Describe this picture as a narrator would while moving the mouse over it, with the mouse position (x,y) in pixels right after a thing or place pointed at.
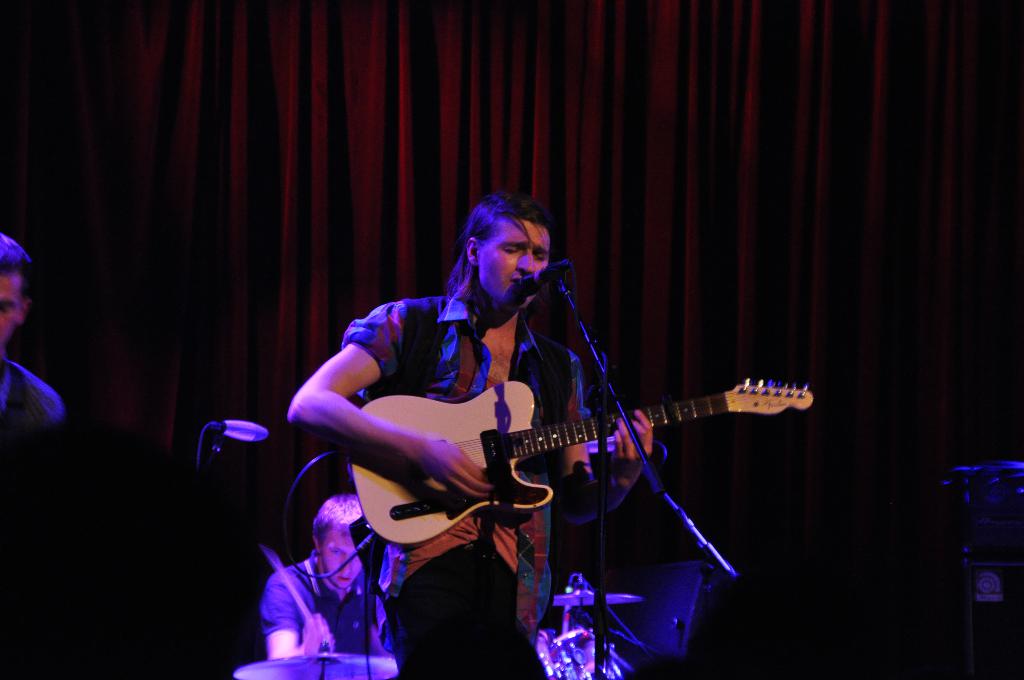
In this image there is one person (490,252) who is standing and he is holding a guitar (544,444) in front of him there is one mike (532,286) it seems that he is singing. On the background (342,579) there is one person (326,593) who is drumming in front of him there are drums (564,621). On the left side (18,399) there is one person (18,311) on the background (418,141) there is one cloth (580,130).
